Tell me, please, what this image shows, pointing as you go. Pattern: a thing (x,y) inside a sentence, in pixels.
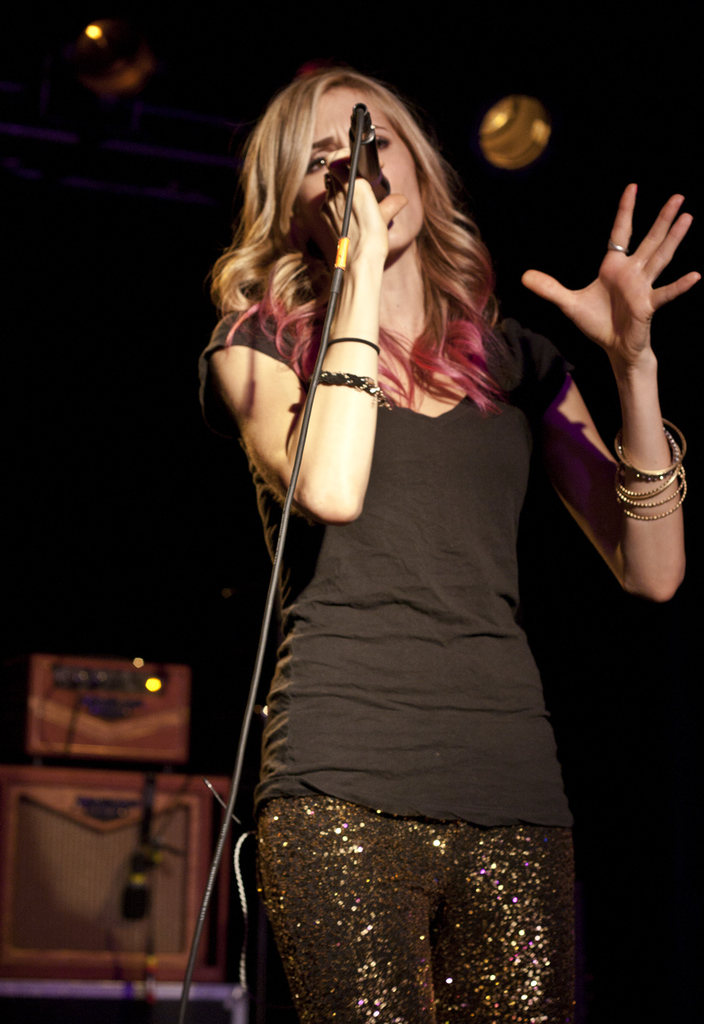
This is a picture of a woman (452,205) standing and singing a song by holding a microphone (376,152) and the back ground there is an amplifier (190,667).
